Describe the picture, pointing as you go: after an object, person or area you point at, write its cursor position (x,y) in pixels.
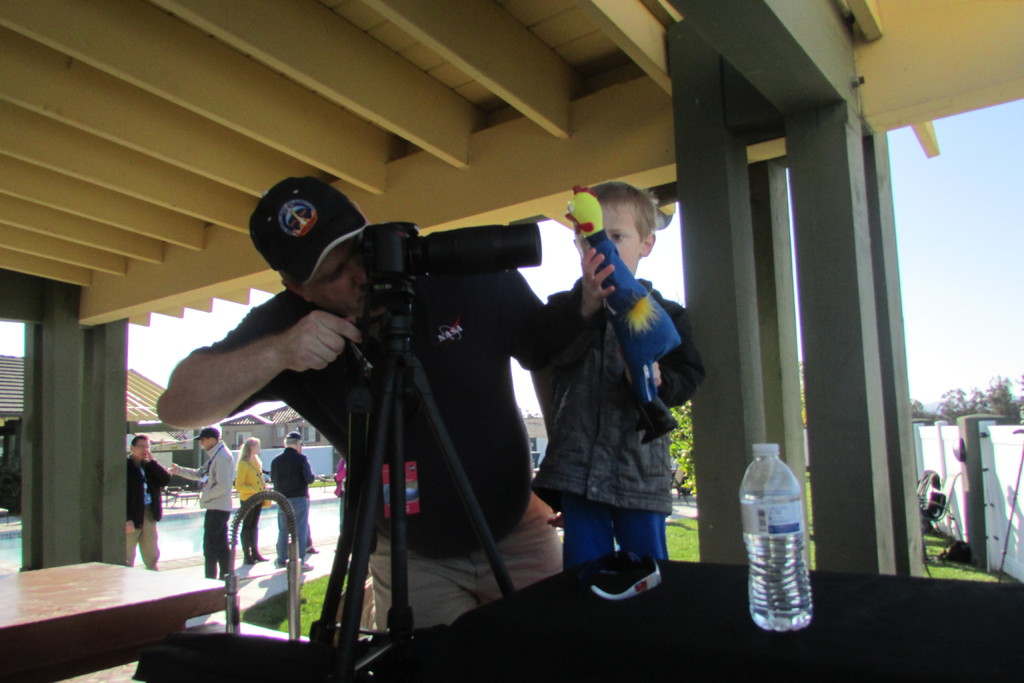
There is a man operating camera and boy (608,213) holding toy (620,300).
